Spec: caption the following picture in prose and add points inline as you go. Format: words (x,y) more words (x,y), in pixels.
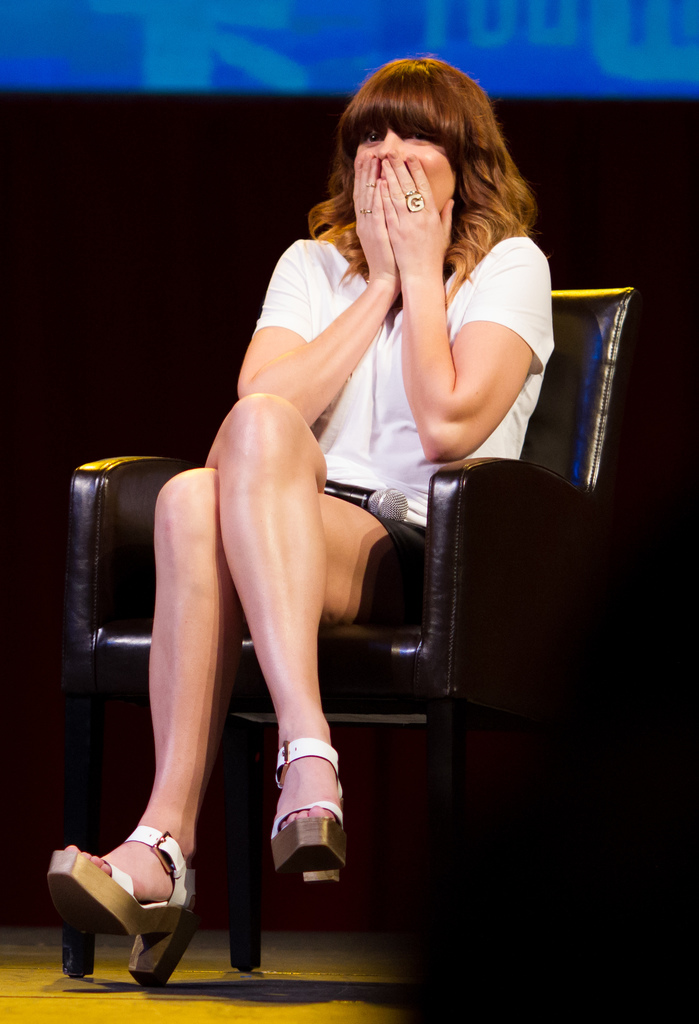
As we can see in the image there is a woman (380,336) wearing white color dress (371,447) and sitting on chair (359,639). In the background (324,39) there is screen (445,29).
